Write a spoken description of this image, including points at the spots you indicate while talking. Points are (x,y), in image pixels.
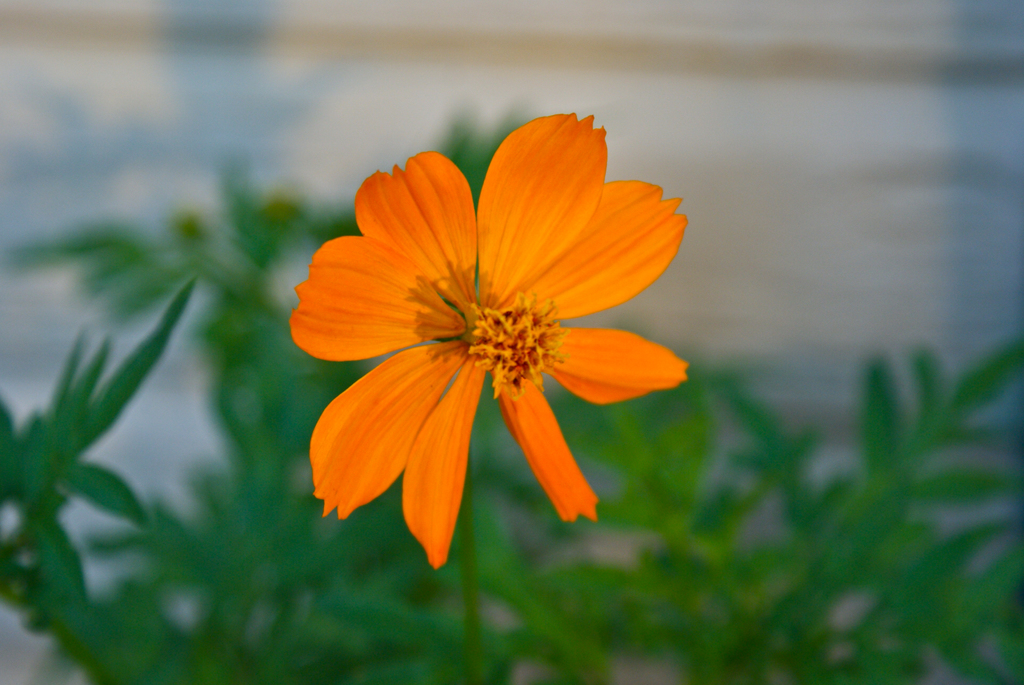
In the picture I can see a flower plant (524,257). The flower (491,261) is orange in color. The background of the image (858,410) is blurred.
